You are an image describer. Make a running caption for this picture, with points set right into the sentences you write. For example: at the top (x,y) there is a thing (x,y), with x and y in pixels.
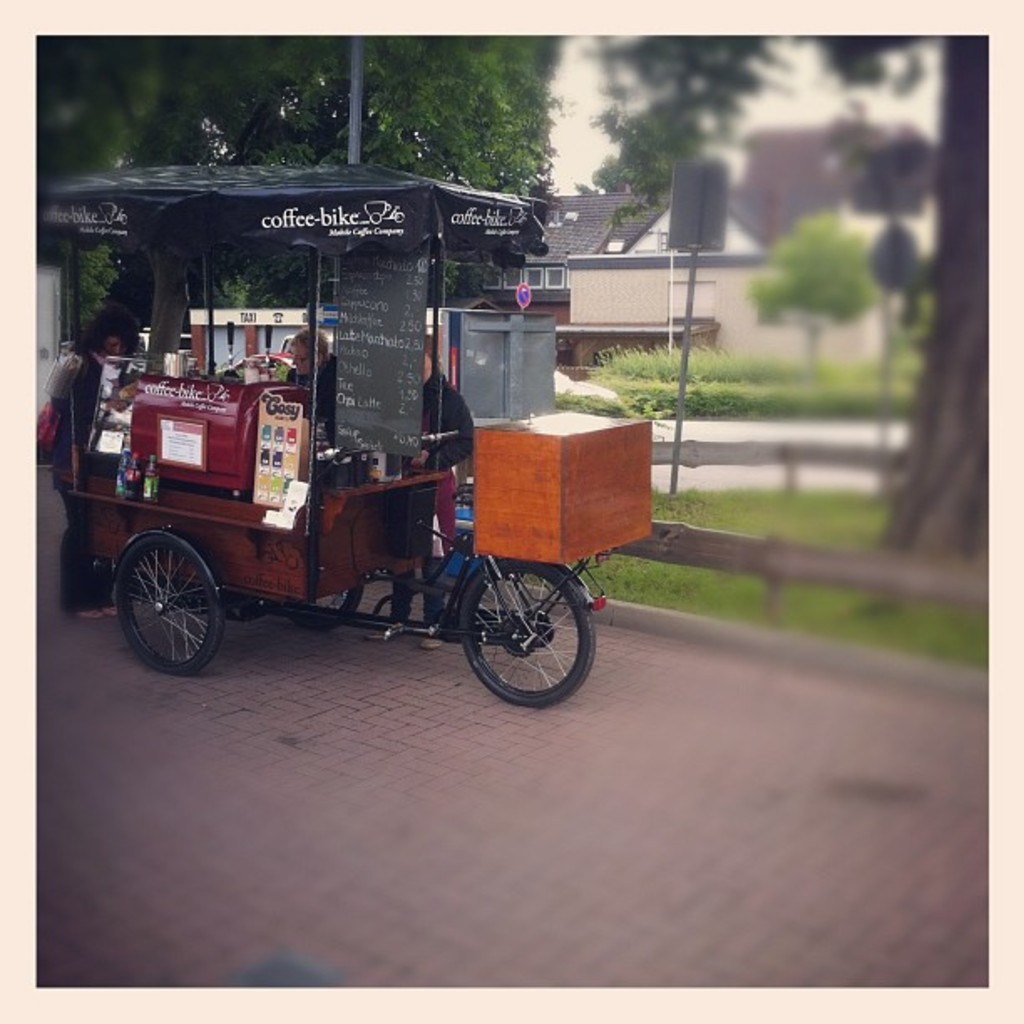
In this image we can see a vehicle (144,589) which is placed on the ground (683,787) containing a board (415,411) with some text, some objects (281,497), a tent (392,205) and a container (525,443) in it. We can also see some people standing around it. On the backside (914,587) we can see a wooden pole (773,574), some grass (757,589), a house (657,263), a board (673,242) to a pole (676,469), a group of trees (376,143), a pole (354,140) and the sky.
